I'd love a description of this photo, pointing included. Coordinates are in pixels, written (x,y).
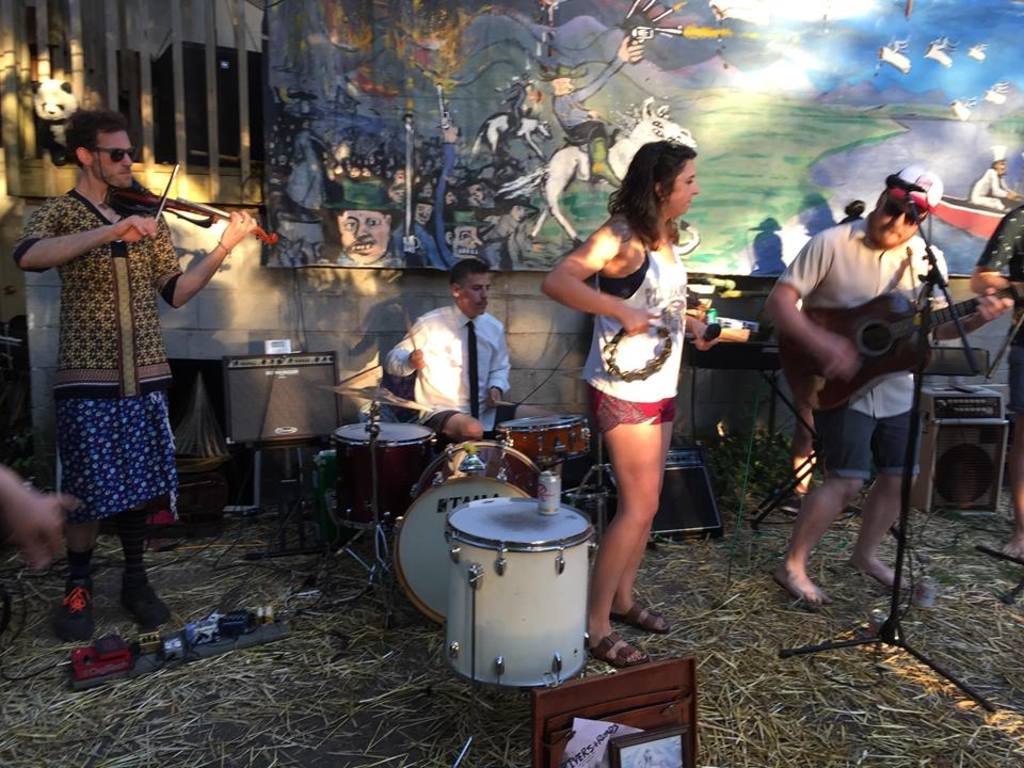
This is a picture where we have four people (861,449) playing different musical instruments (515,451) on the grass (648,589).
